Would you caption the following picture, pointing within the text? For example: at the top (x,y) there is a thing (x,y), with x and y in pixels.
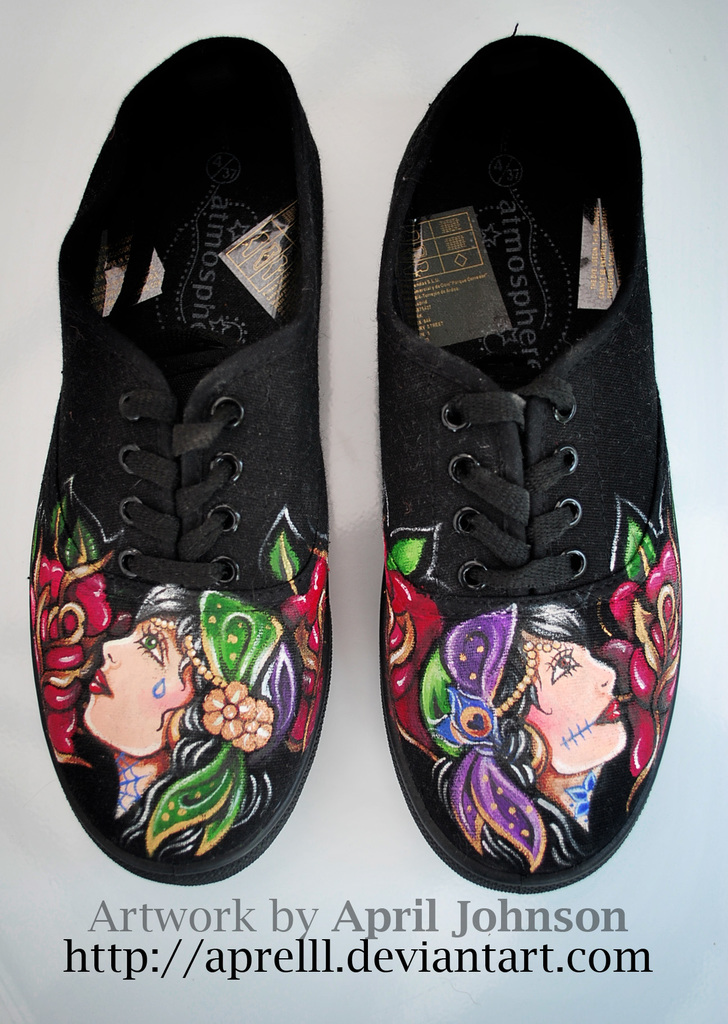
In this picture there are two black color shoes (442,395) in the center of the image (264,487).
